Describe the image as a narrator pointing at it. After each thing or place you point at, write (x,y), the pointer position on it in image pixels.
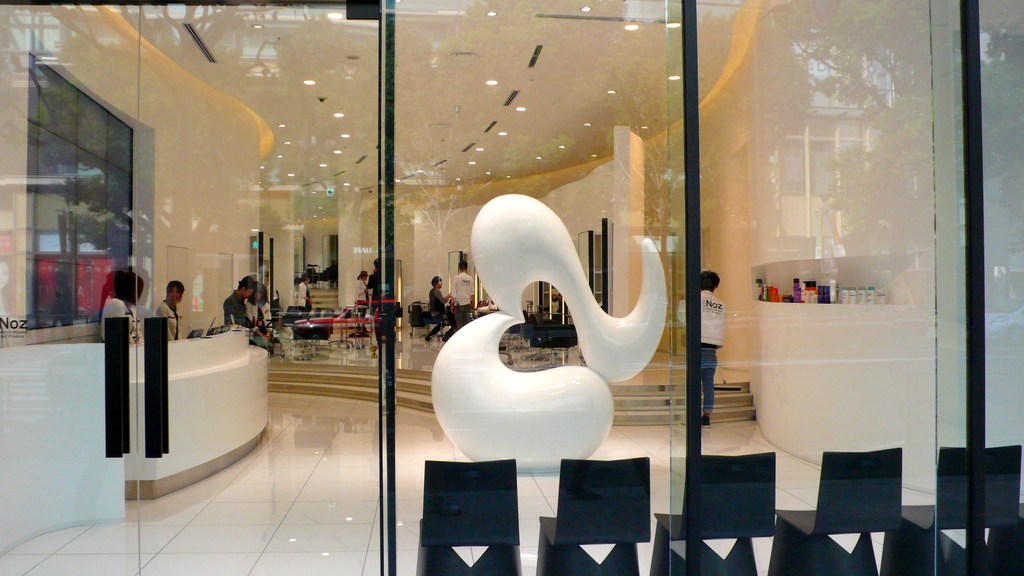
In this image I can see a door (242,356), chairs (294,318), counter (180,369) and a group of people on the floor (348,353). In the background (632,204) I can see a wall (600,165) and lights (345,184) on the rooftop (370,114). This image is taken may be in a building (395,412).
